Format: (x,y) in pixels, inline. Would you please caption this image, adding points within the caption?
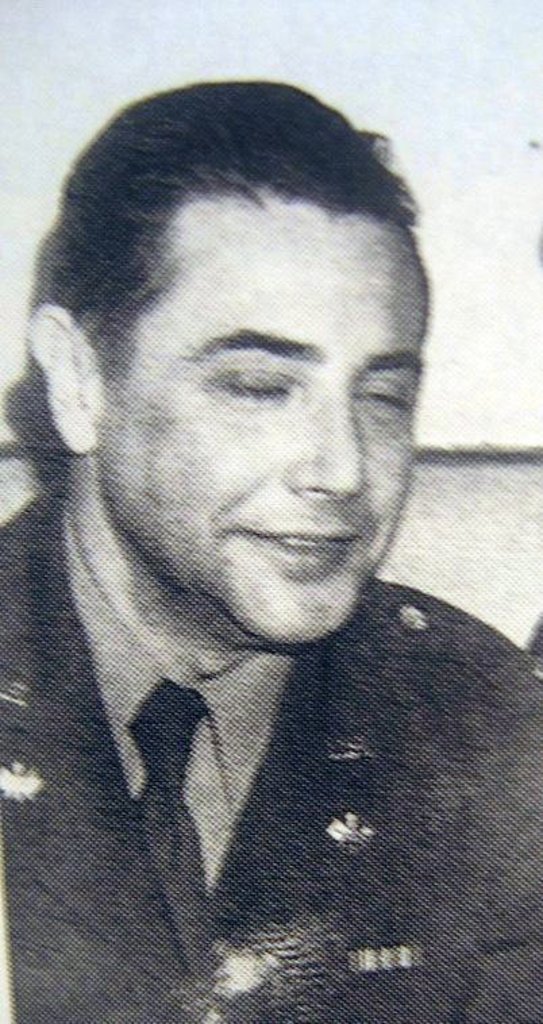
This picture is black and white where we can see a person (327,861) wearing blazer (174,956), tie (171,824) and shirt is smiling by closing his eyes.
